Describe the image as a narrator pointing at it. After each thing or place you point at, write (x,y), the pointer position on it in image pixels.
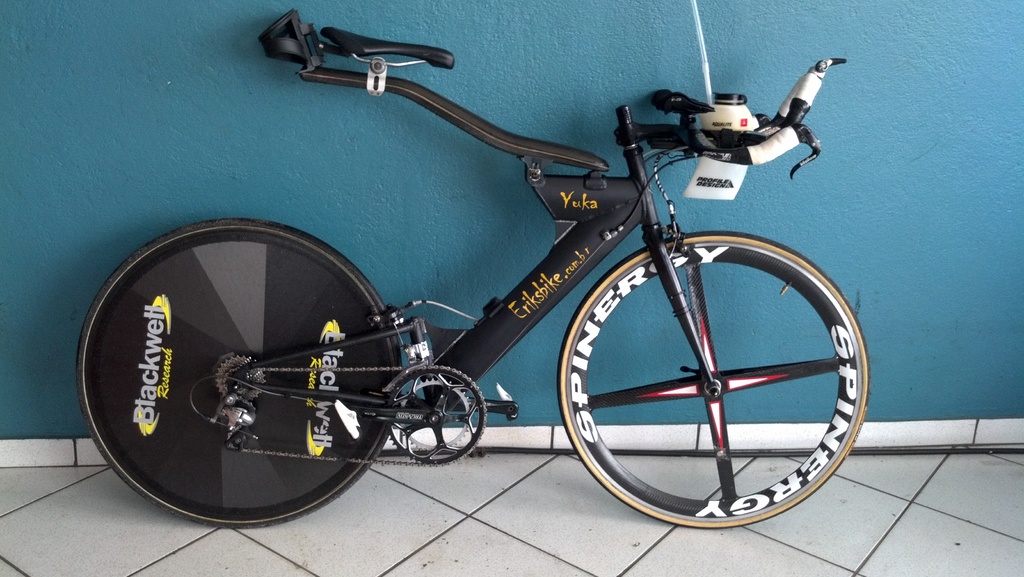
In this image there is a sports bicycle (691,382). There is a marble flooring (471,533). There is a wall (455,171).
